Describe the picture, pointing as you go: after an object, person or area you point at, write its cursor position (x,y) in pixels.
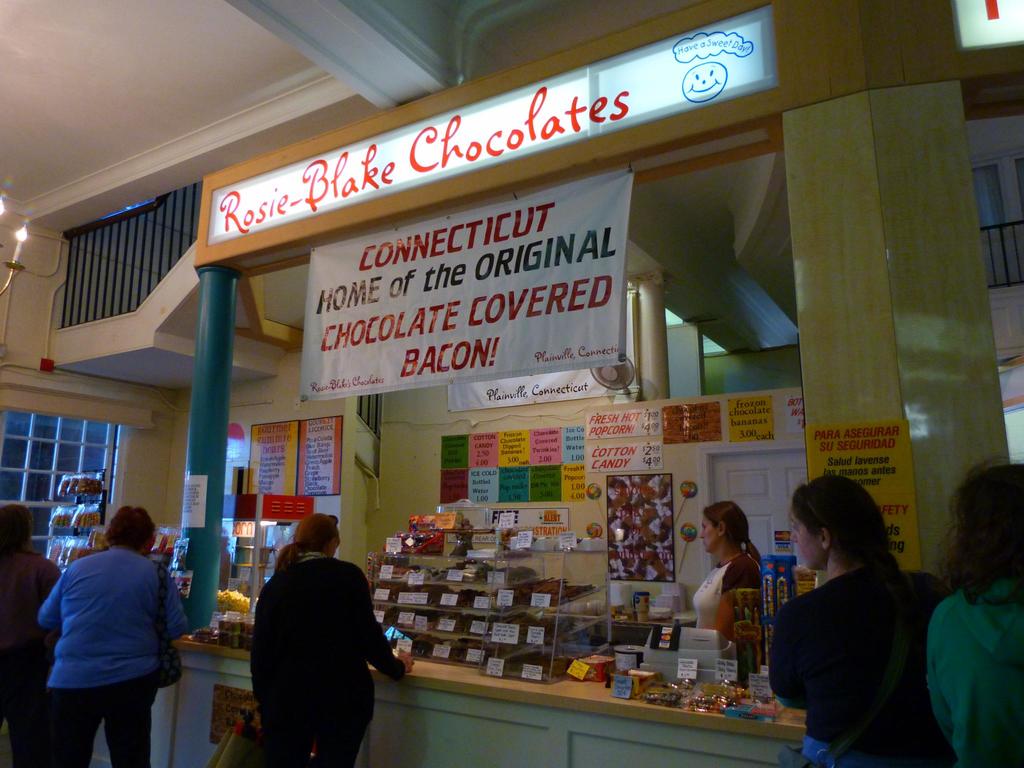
In this image there are people (273,706) buying products (375,584) in a shop (448,497).
